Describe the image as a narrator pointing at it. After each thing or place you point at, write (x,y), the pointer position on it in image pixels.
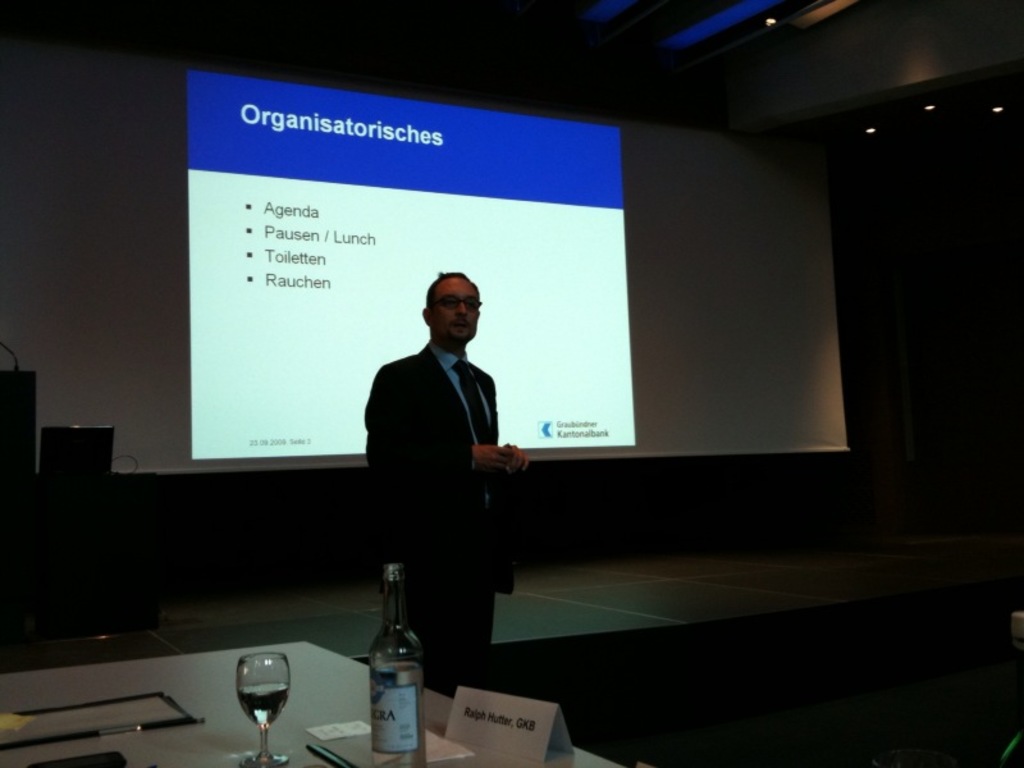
In this image In the middle (479,418) there is a man (437,489) he wears suit (463,457), tie (473,405) and shirt (451,356). On the left (231,705) there is a table (243,719) on that there is a glass (270,684) and bottle (414,674). In the background (554,249) there is a screen (760,230) and lights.
